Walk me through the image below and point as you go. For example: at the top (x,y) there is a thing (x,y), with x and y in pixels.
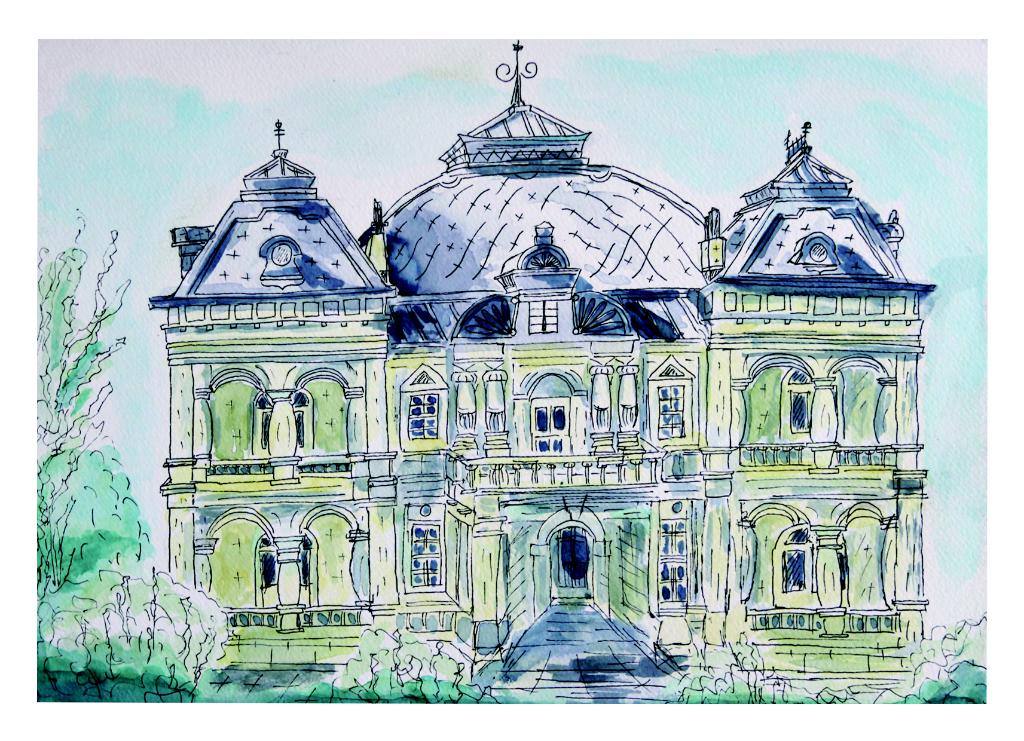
In this picture I can see painting (547,458) of a building (351,401) and I can see a tree (122,536) and few plants (41,682).
